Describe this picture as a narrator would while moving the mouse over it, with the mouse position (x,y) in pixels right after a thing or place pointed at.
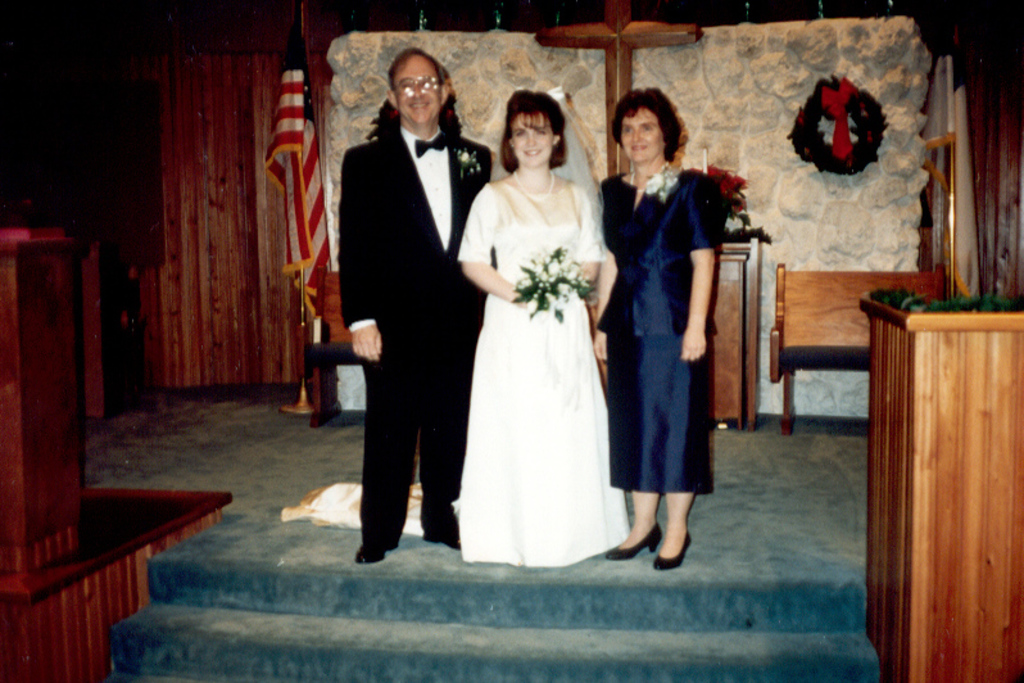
In this picture I can observe three members (470,201) standing on the floor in the middle of the picture (437,360). All of them are smiling. On either sides of the picture I can observe flags (936,95). In the background (258,93) I can observe wall (221,120).
